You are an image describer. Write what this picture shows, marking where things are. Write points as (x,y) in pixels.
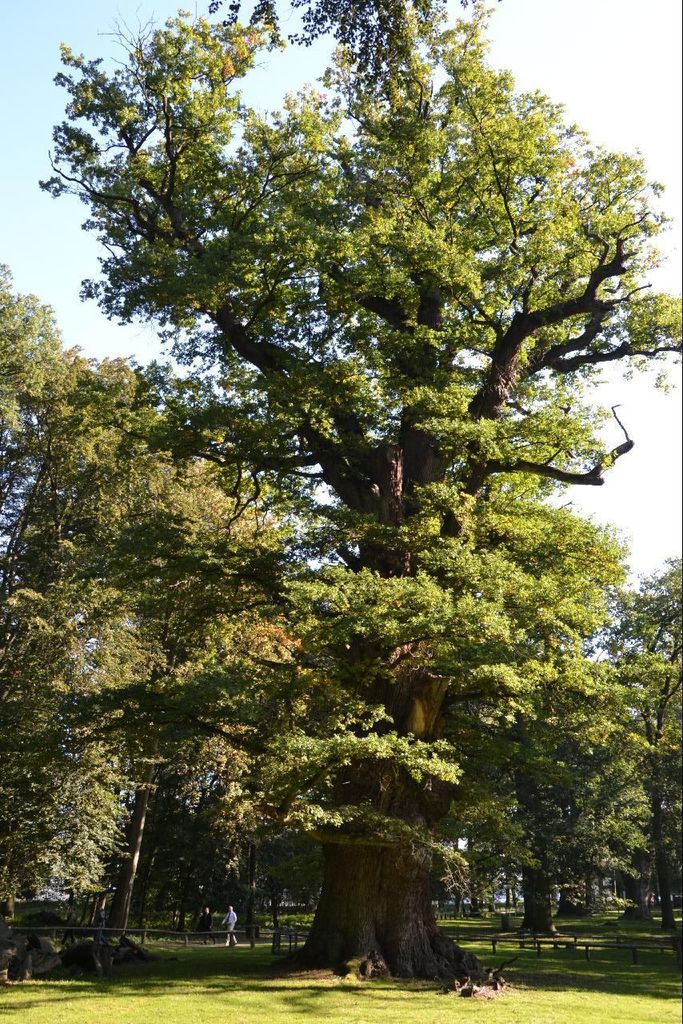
In this image I can see few green color trees (418,649), fencing (207,933), sky (668,526) and two persons (229,908) are walking.
